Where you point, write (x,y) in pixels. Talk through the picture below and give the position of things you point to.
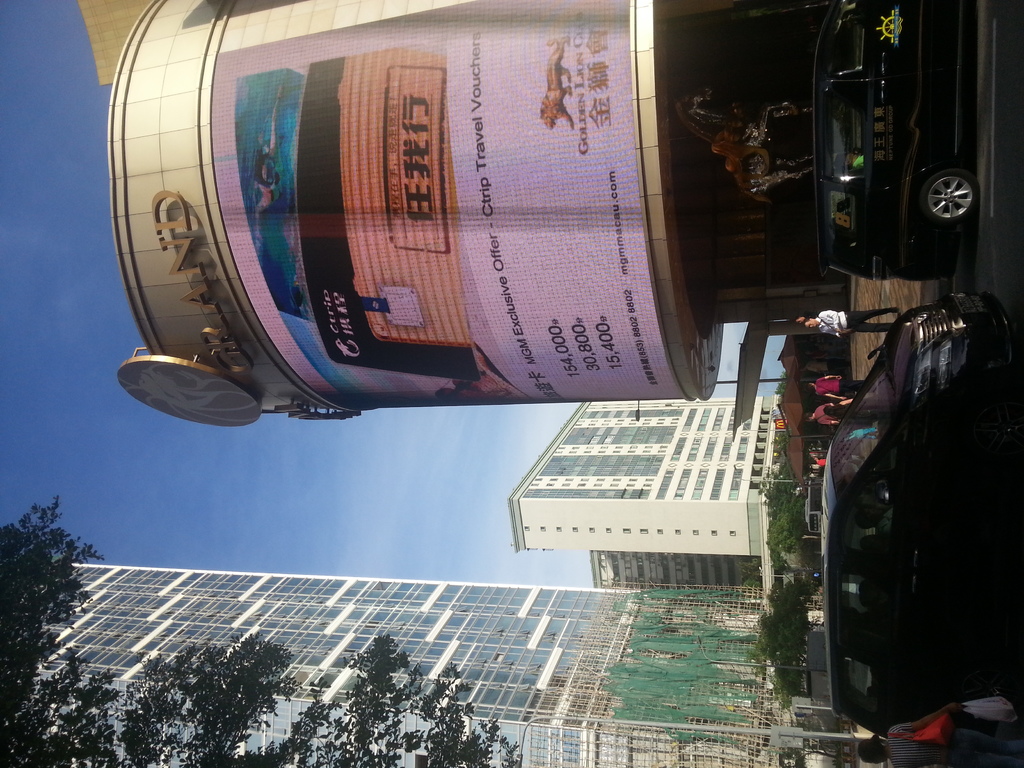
In this image in front (966,605) there are cars (952,505) on the road (987,228). There are people (848,318) standing on the pavement (854,351). In the background of the image (750,625) there are trees (775,537), buildings (647,502) and sky (348,500).
